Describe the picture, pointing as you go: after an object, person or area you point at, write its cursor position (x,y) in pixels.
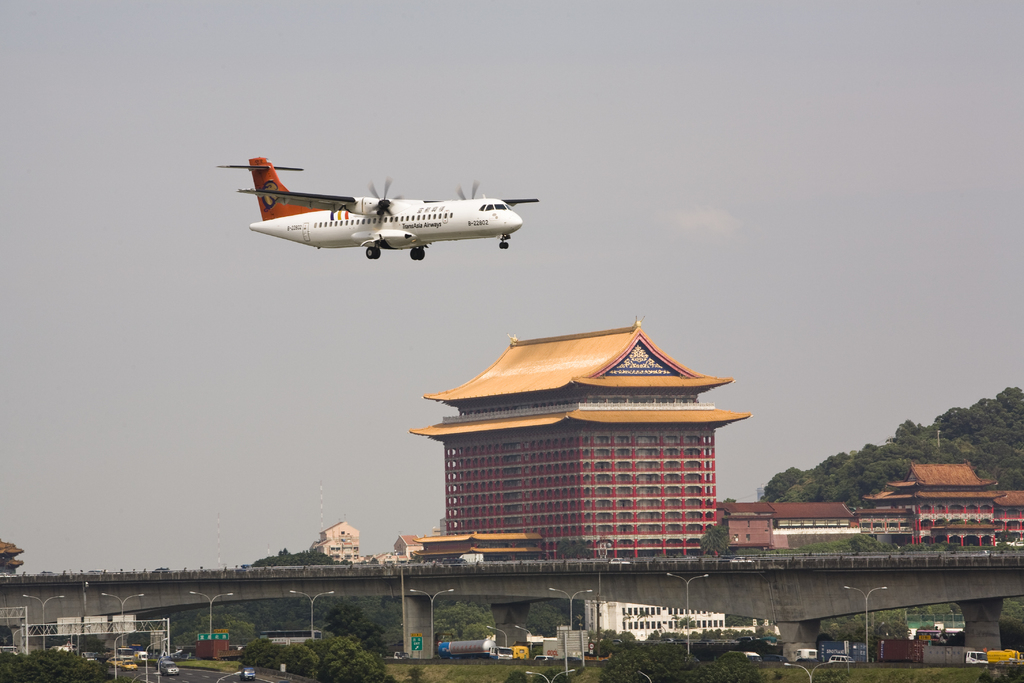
In this image we can see plane (424,203) on the upper side. And in the middle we can see bridge (488,585). And we can see many buildings (729,516) on one side. And bottom we can see greenery (529,615), with trees (489,635) and street lights (529,633) are seen. And clouds (632,224) in the sky (755,248).
